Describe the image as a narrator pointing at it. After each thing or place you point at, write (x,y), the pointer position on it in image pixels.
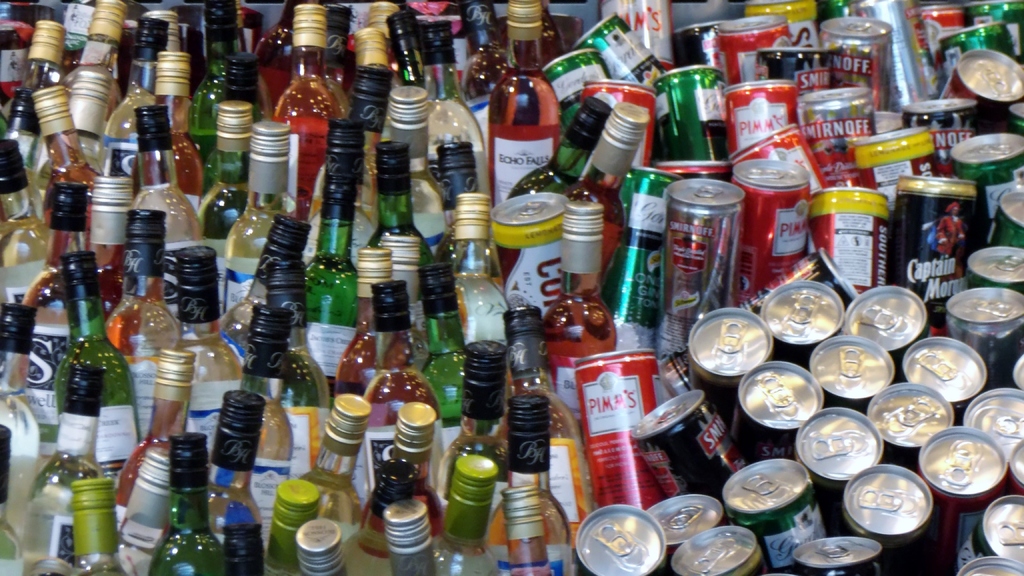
In this image we can see tins (811,376) and bottles (302,206).
